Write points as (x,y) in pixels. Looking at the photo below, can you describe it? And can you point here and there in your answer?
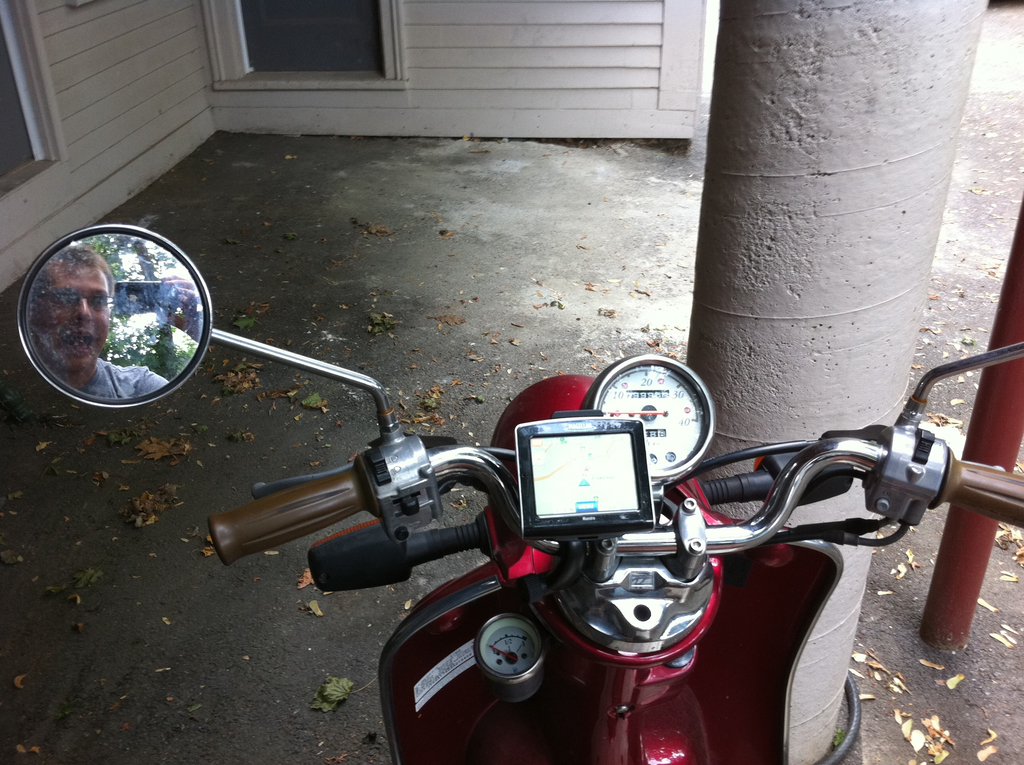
In this image we can see a scooter (632,656). On the mirror (121,337) of the scooter (49,349) we can see a person (71,329) holding something in the hand (166,290). Also there is a pillar (833,207). In the back (315,78) there is a wall (495,27) with windows (240,49).
